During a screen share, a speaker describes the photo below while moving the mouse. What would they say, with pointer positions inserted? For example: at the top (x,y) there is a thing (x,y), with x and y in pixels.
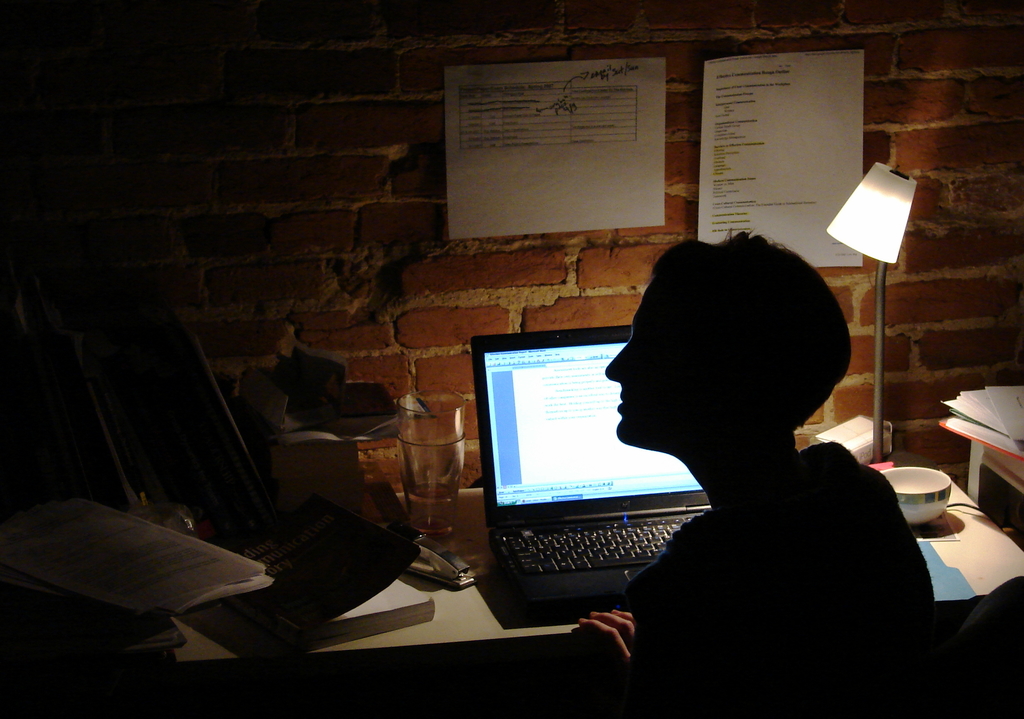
As we can see in the image there is a brick wall (391,238), papers (779,170), a person (748,428) sitting on chair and a table (500,629). On table (1013,473) there are papers (1004,434), lamp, bowl (922,473), laptop (535,557) and book (364,580).
